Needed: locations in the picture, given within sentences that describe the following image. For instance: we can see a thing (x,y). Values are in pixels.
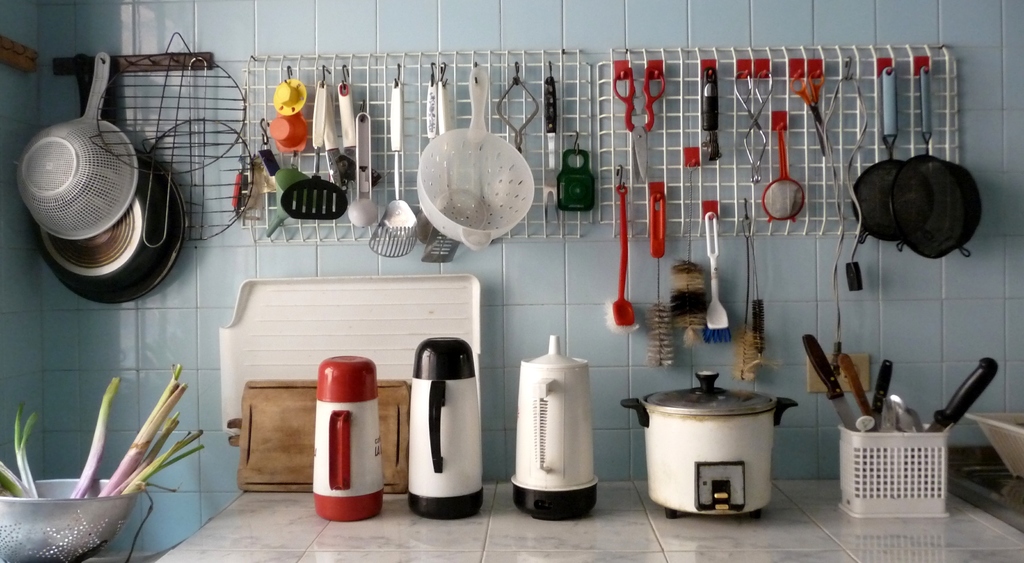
At the bottom of the image (411,538) there is a table (662,538). On the table (468,523) there is a stand (861,438) with knives (878,402), rice cooker (687,423) and flasks (358,417). In the bottom left corner of the image (129,469) there is a bowl (9,519) with few items (165,456) in it. There is a wall (187,480) with hanger (911,119). On the hanger (657,66) there are spoons (308,188), scissors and many other items (742,93) are hanging. On the left side of the image (130,63) there is a wall (223,60) with hanger (159,66). And on the hanger (140,63) there are pans (120,221) hanging on it.
